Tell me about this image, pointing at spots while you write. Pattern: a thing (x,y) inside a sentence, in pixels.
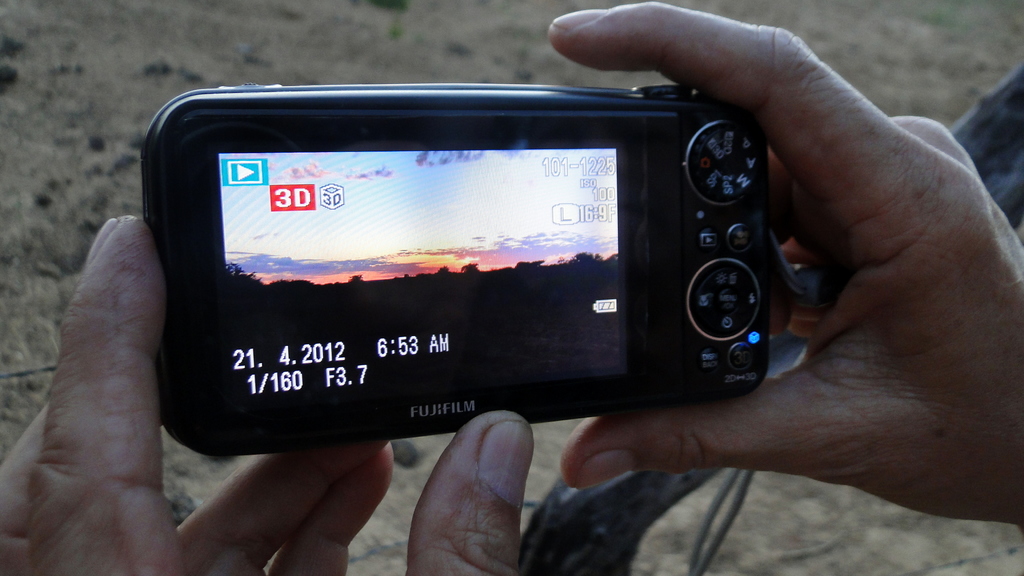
In this image we can see the hands (969,368) of a person (883,350). A person (939,257) is holding a digital camera (502,276).
